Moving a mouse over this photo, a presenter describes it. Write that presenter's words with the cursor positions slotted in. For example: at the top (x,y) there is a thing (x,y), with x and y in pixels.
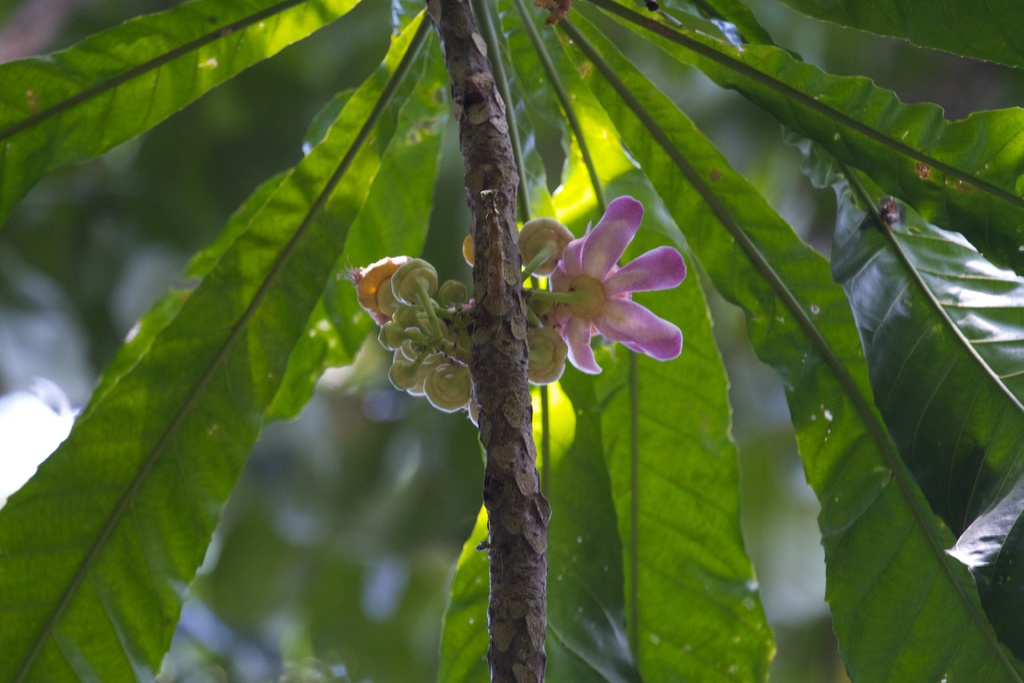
In this image we can see few flowers (600,247) and buds (463,251) to a plant (464,344). The background of the image (195,206) is blurred.
